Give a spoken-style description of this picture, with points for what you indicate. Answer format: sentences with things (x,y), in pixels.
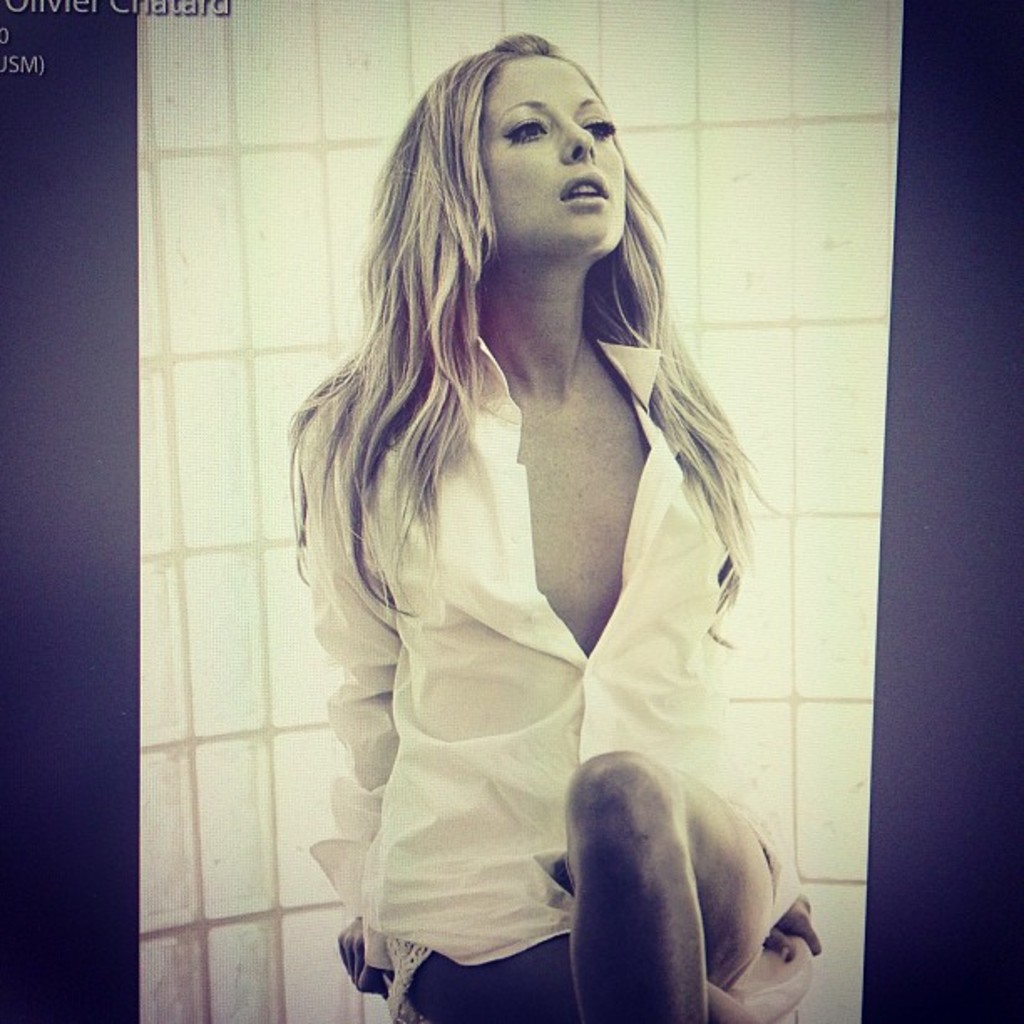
In this picture we can see a woman (605,660) sitting here, in the background (727,326) there is a wall (738,296), at the left top (48,1) we can see some text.
